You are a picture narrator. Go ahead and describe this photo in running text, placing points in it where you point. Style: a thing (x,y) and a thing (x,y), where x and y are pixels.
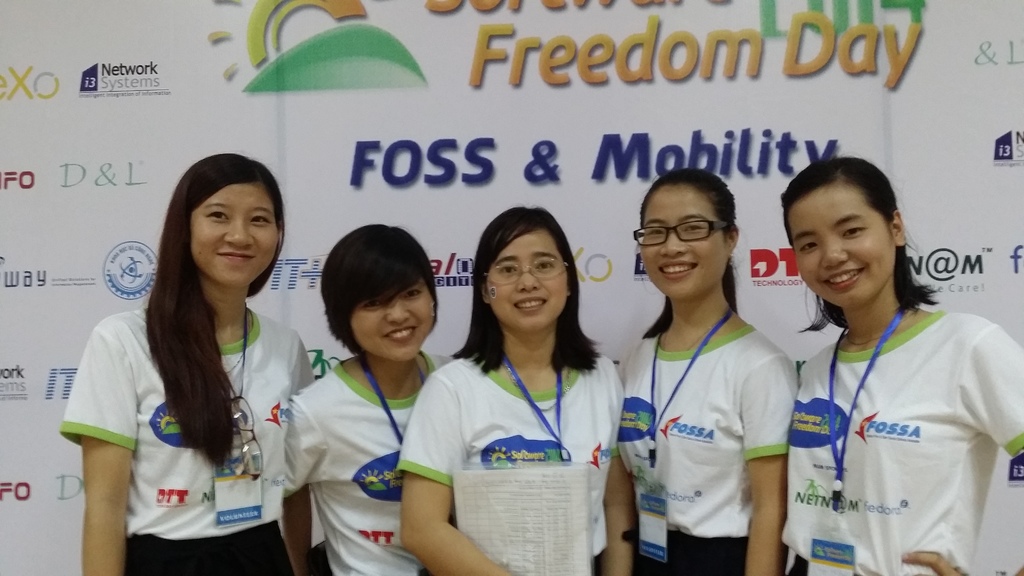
At the bottom of this image (646,424), there are women (675,412), wearing badges (871,365), smiling and standing. One of them is holding a document (485,488). In the background (688,160), there is a banner (785,53).
